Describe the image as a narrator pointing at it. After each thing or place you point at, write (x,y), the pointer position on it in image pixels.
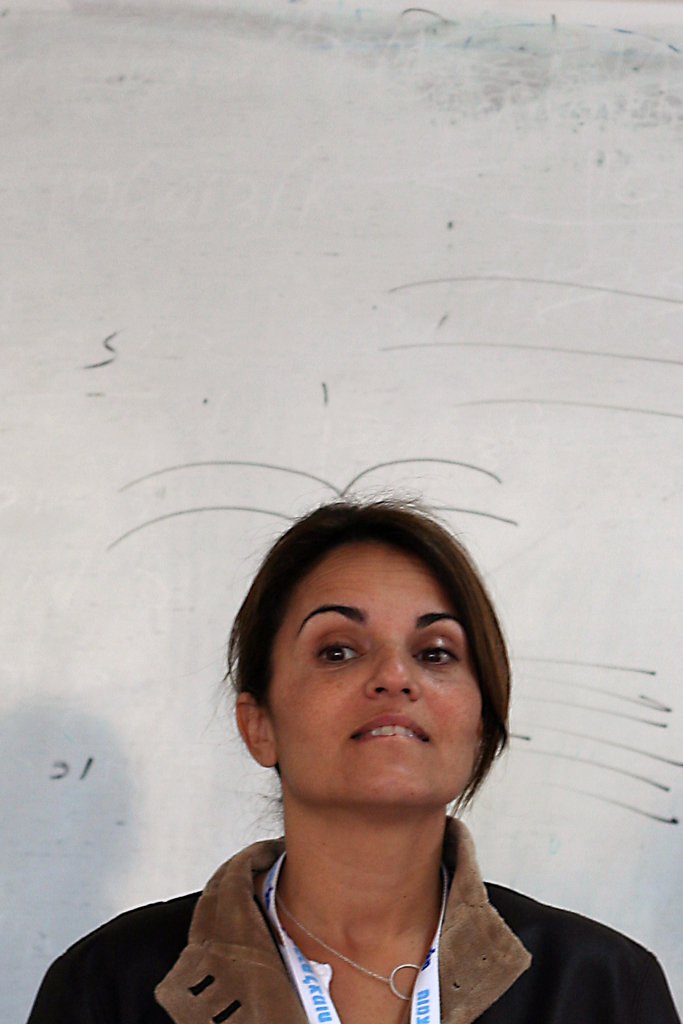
In this image we can see a woman (479,888) wearing jacket (489,1004), identity card (425,1021) and chain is standing here. In the background (273,97), we can see the wall (268,369) on which we can see some drawings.
